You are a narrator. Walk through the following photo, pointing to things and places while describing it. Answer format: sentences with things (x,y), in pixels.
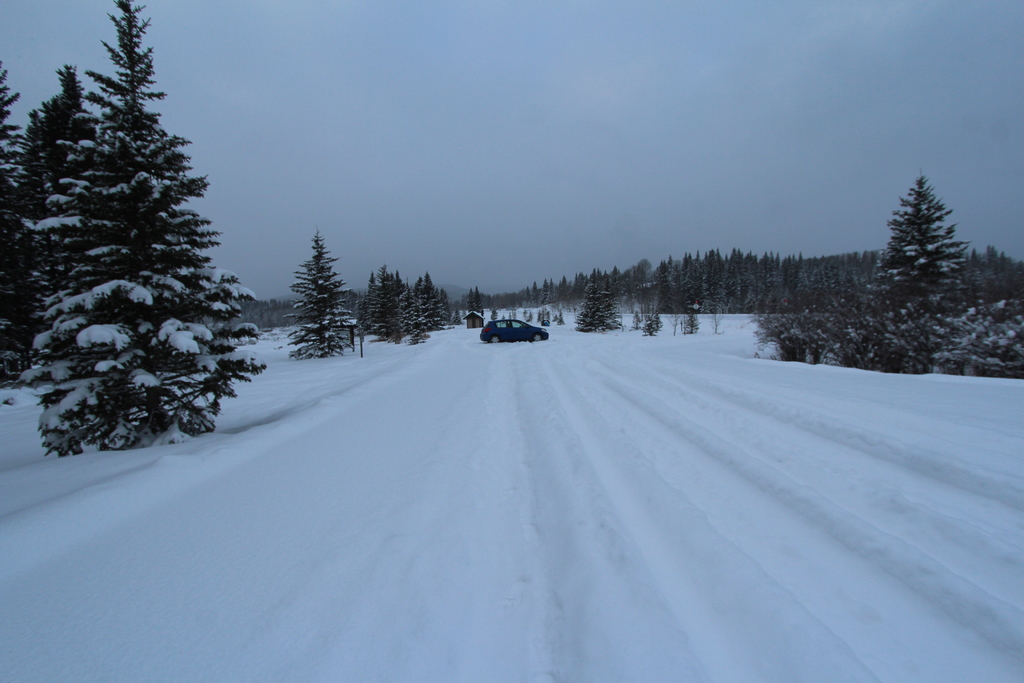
In the image we can see there is a car (512,338) which is parked on the ground (549,443) and the ground (564,461) is covered with snow (394,442). Behind there are lot of trees (593,329).
